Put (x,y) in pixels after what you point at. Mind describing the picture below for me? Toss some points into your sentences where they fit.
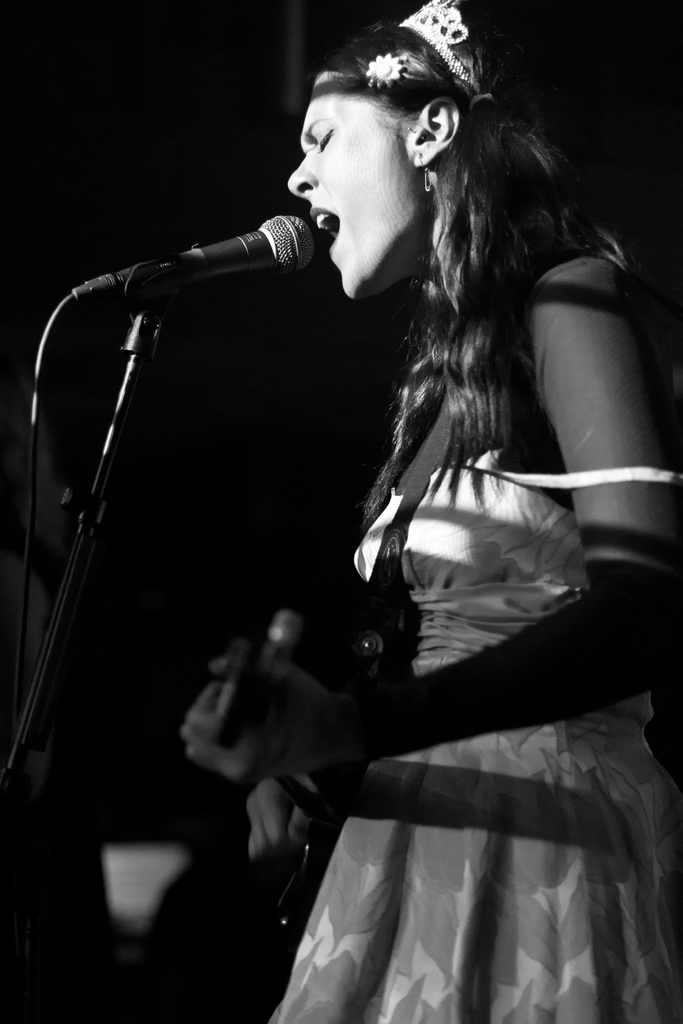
In the picture we can see a black and white image of a woman (602,351) standing and singing a song in the microphone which is to the stand (42,663) and beside her we can see dark.
